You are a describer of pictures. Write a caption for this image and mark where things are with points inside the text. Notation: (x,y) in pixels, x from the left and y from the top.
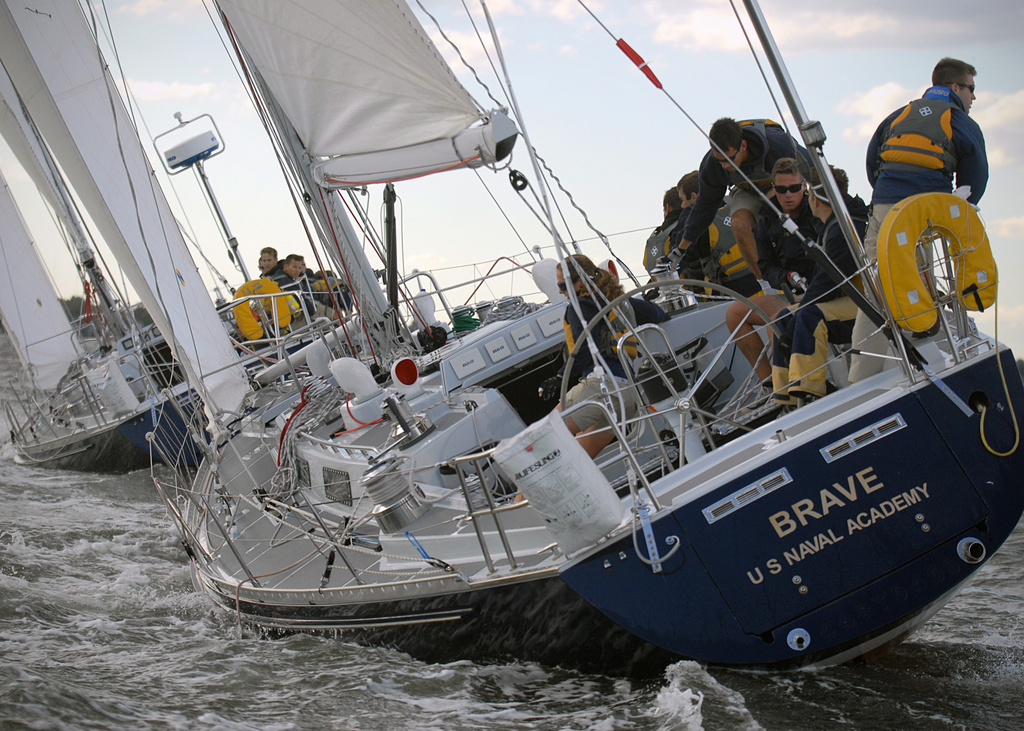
In the center of the image (362,409) we can see two boats (345,469) on the water (278,716). In the boats (556,403), we can see a few people (931,145) are standing and a few people (573,403) are sitting and they are wearing jackets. Among them, we can see a few people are wearing glasses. And we can see wires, one banner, yellow color objects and a few other objects (525,340). And we can see some text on the front boat (514,329). In the background (504,80) we can see the sky (625,179), clouds (995,126), trees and a few other objects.
